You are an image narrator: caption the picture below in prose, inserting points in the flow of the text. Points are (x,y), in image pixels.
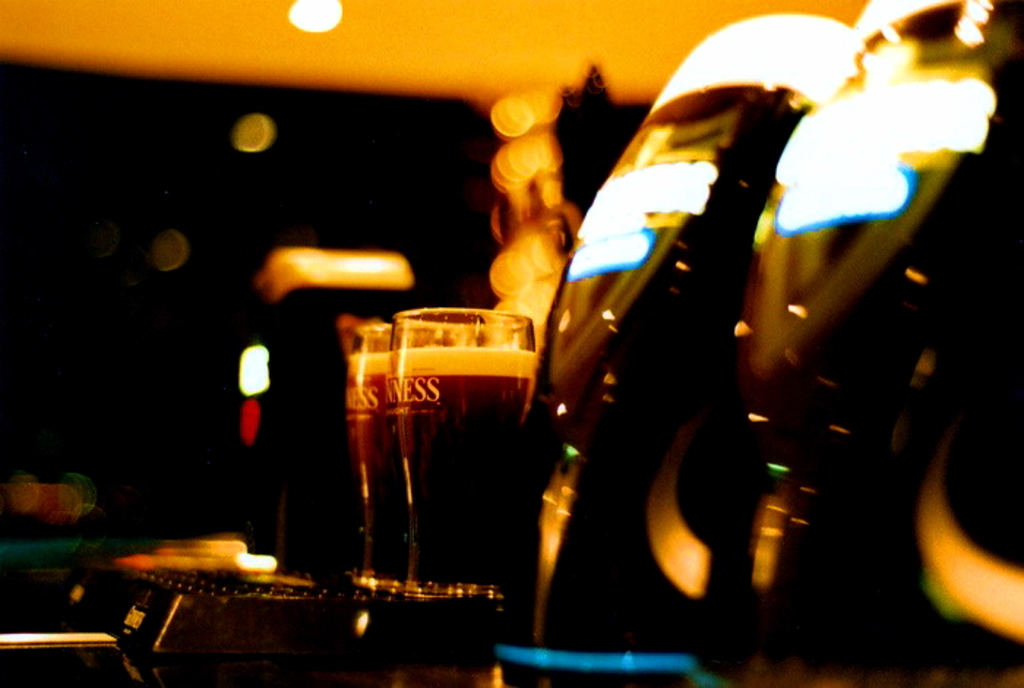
This image consists of drinks (392,472) in two glasses (456,530). It is kept on the table (348,655). The background (296,42) is blurred. At the top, we can see a light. On the right (748,316), we can see the black color objects (833,309).
